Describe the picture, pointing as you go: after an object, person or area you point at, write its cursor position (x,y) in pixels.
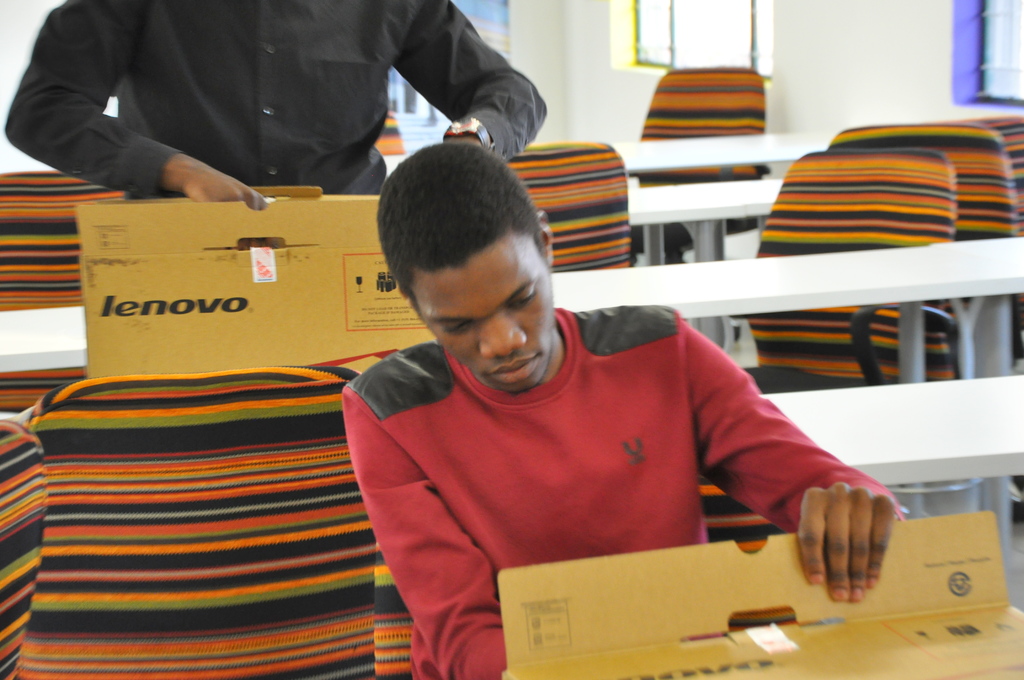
In this image, There are some chair (234,487). There is a person (511,420) wearing clothes (586,456) and sitting on the chair (390,608). This person (404,581) is holding a cardboard (712,545) with his hand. There is an another person (148,54) in the top left of the image (313,50) holding a cardboard (212,300) with his hand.
